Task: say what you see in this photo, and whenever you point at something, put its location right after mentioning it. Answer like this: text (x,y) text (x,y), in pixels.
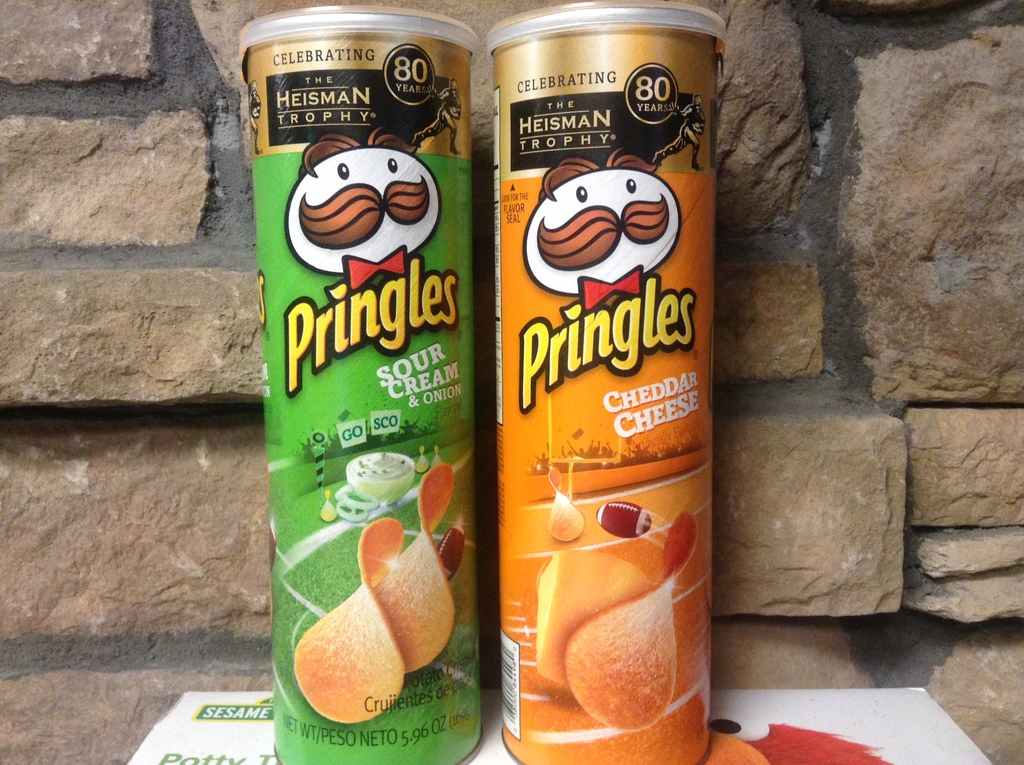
In this picture I can observe two cylindrical shaped boxes (376,304). One is in green color and the other one is in orange color. In the background (71,304) I can observe stone wall (117,386).
